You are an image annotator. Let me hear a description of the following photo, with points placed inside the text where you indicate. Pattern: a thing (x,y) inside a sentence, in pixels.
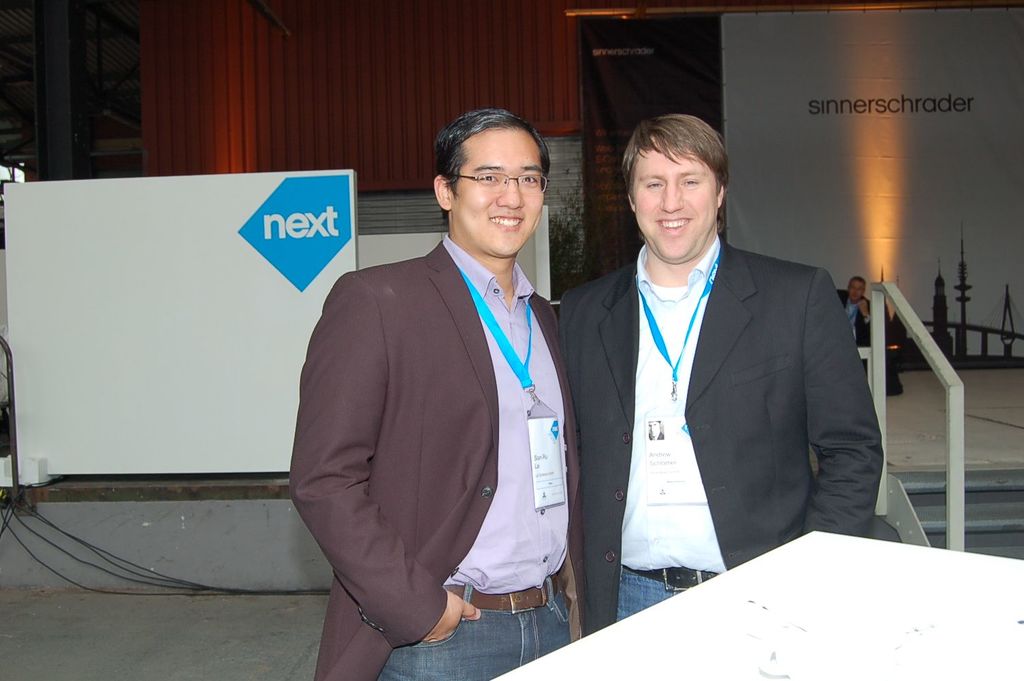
In the picture we can see two men (479,437) are standing together on the floor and they are wearing blazers (396,447), and shirts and they are smiling and behind them we can see some hoarding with a brand NEXT and behind it we can see wall (927,221) with a name sinnerschrader and under it we can see a man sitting and near to him we can see some part of railing (952,502) and steps (936,537) near it.
